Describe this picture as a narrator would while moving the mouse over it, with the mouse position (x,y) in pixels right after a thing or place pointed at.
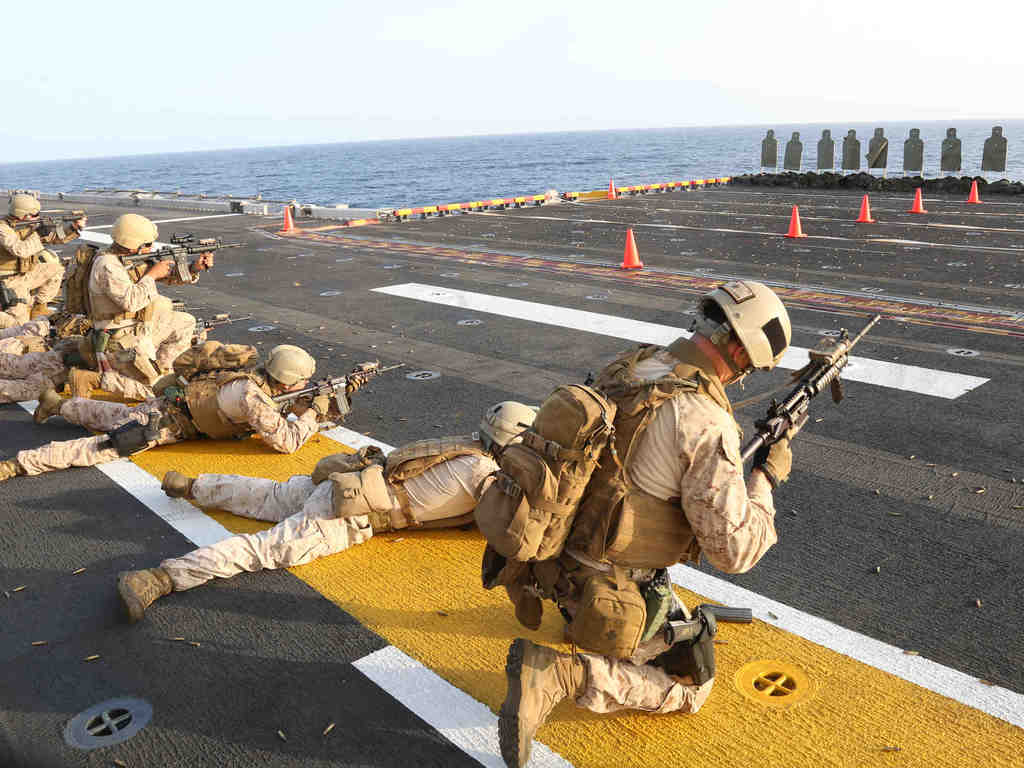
This image consists of few persons (720,534) wearing helmets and holding the guns (781,412). They are firing. It looks like it is clicked near the ocean (629,133). At the bottom (856,598), there is a road (850,645) on which, we can see bullet shells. On the right (991,143), there are target boards (999,131). In the background (492,162), there is water (441,153). At the top (409,38), there is sky (407,25).
